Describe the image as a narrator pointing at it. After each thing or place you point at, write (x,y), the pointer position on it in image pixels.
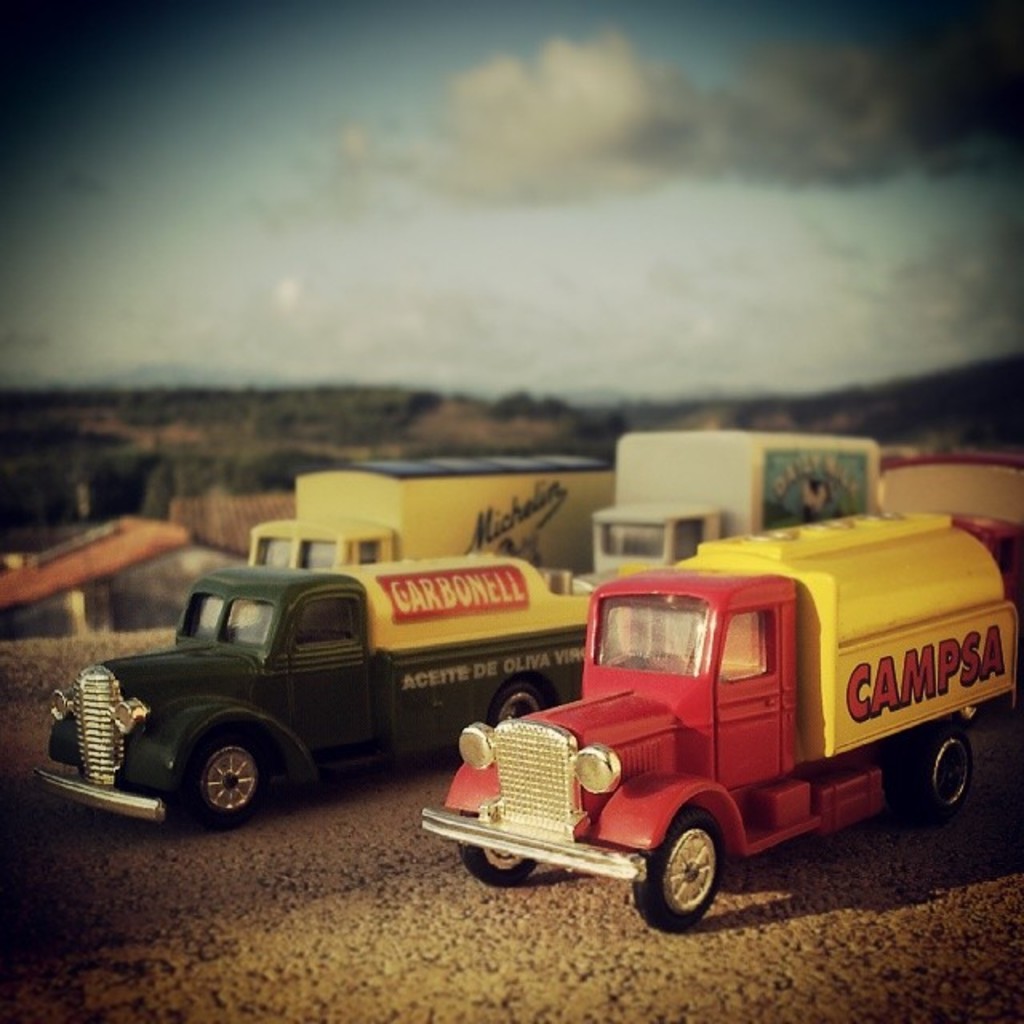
There are many vehicles (360,515). On the vehicles (577,556) something is written. In the background (489,348) it is blurred.
